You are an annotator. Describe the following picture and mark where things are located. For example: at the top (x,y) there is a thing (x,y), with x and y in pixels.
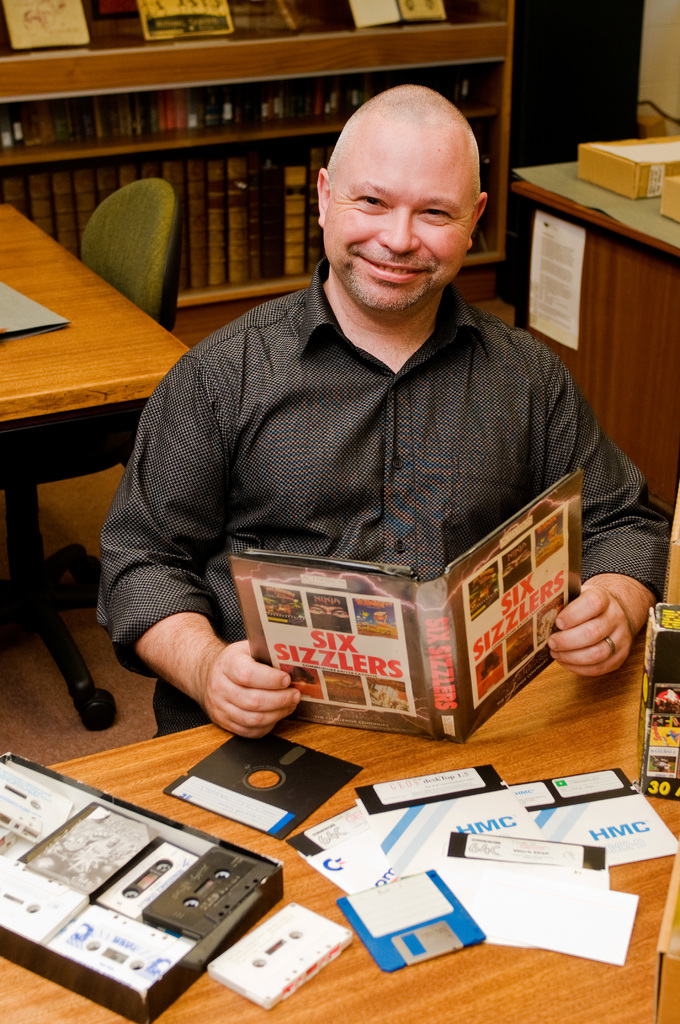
In this image there is a man (222,548) wearing a black shirt (337,459) holding a book (444,603). He is smiling. In front of him there is a table (500,756). On the table (492,747) there are few books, cassettes (208,910), floppy disks (402,902). Behind the man (310,412) there is another table (47,280) and chair (142,215), there is a book rack (109,156).
